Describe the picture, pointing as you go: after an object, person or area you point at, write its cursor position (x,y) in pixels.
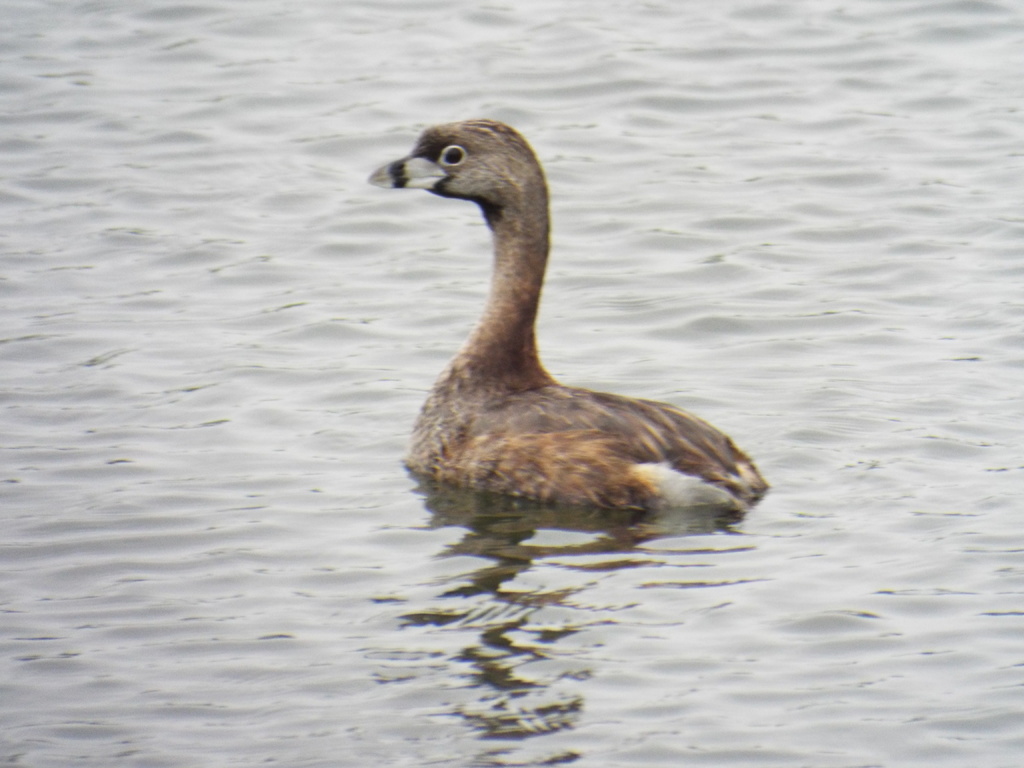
As we can see in the image there is a bird (501,140) in water (180,379).
